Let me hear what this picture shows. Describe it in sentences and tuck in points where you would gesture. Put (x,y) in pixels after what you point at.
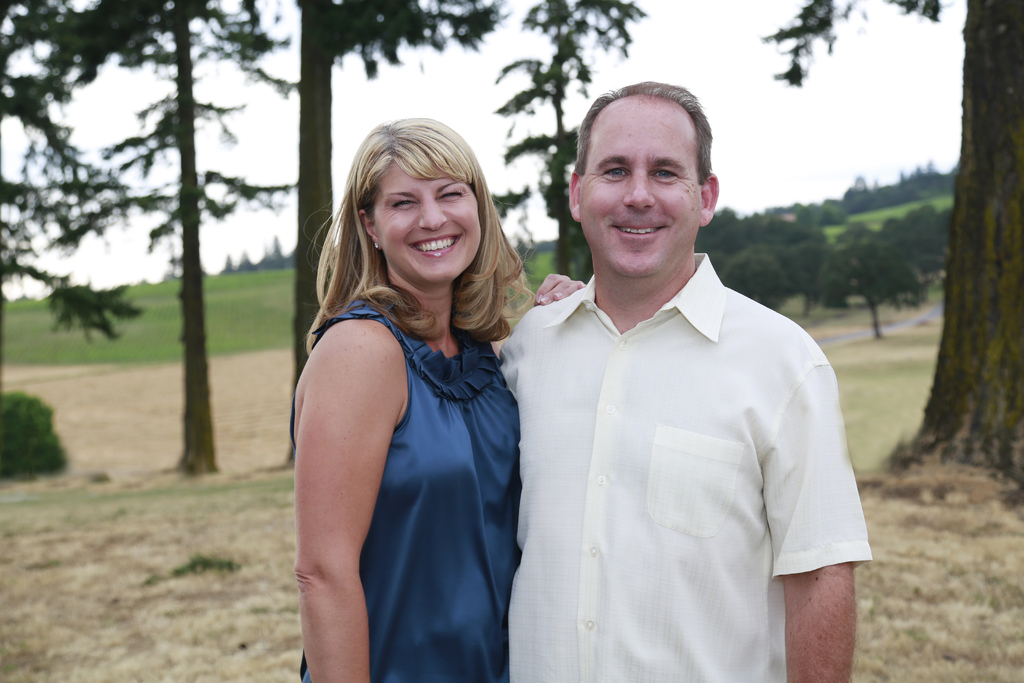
In the picture I can see a man (593,598) and a woman (503,487) are standing and smiling. In the background (237,342) I can see the sky (354,81), trees (194,334), the grass (249,321) and some other objects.
